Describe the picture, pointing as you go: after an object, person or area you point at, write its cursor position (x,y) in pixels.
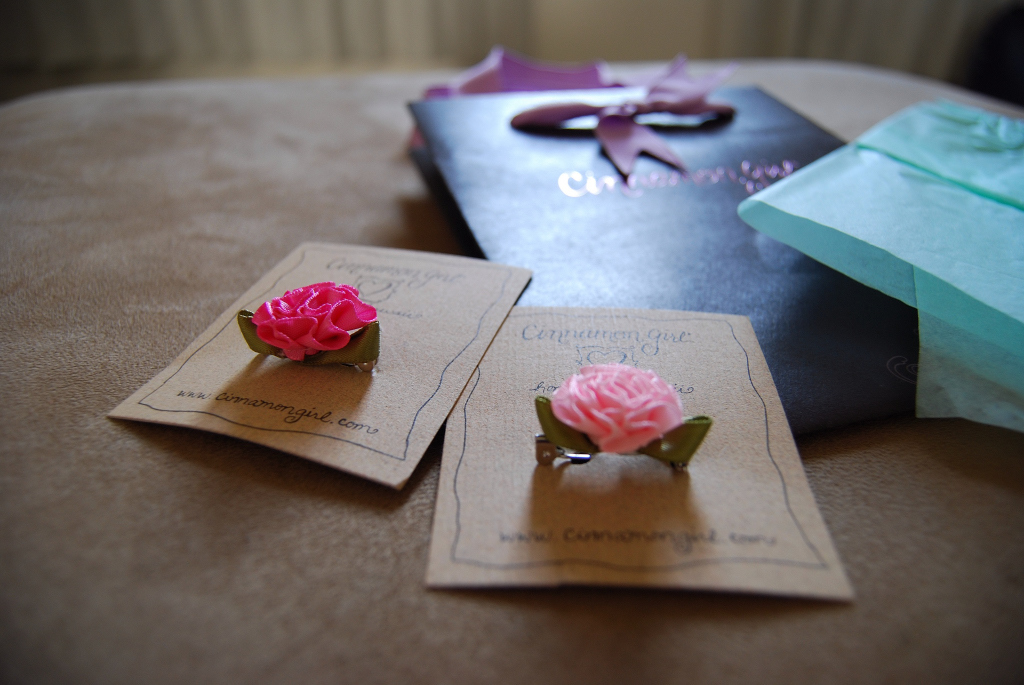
On this surface (7,343) we can see display cards (798,572). Background it is blur.
